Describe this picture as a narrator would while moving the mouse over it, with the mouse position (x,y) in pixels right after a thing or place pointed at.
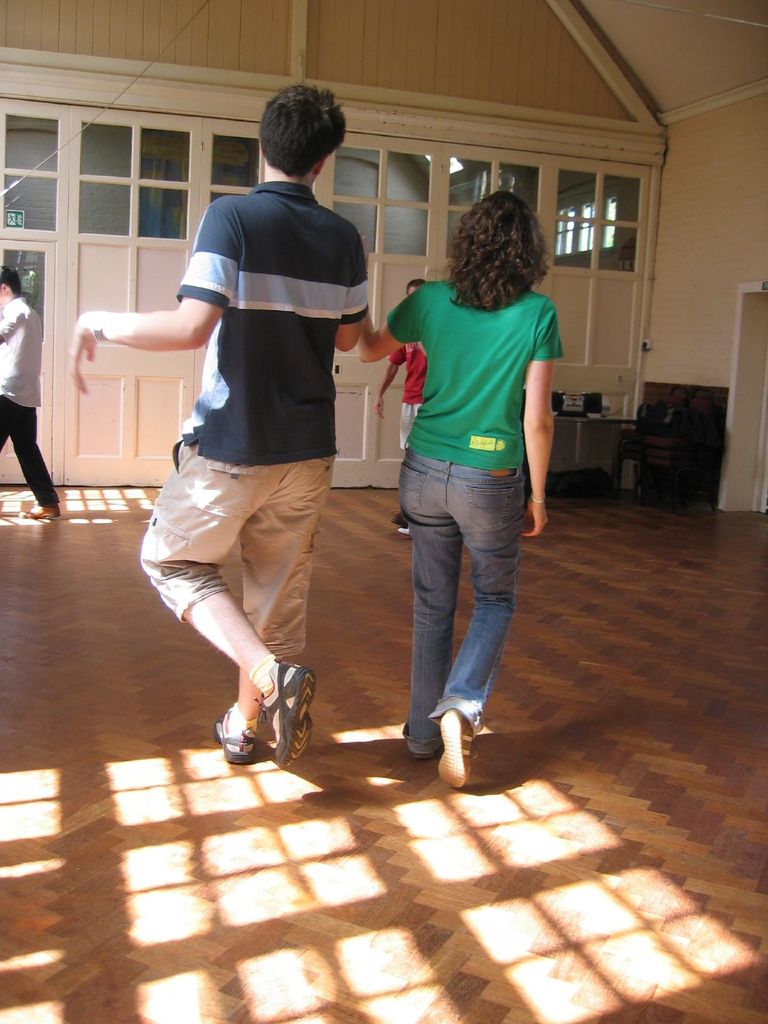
This is the picture of a room (384,522). In the foreground (289,344) there are two persons (482,347) walking. At the back (29,417) there is a person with red t-shirt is standing and the person (21,388) with white t-shirt (23,394) is walking. There are doors (49,256) and there are devices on the table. At the bottom (565,764) there is a wooden floor (573,745).
